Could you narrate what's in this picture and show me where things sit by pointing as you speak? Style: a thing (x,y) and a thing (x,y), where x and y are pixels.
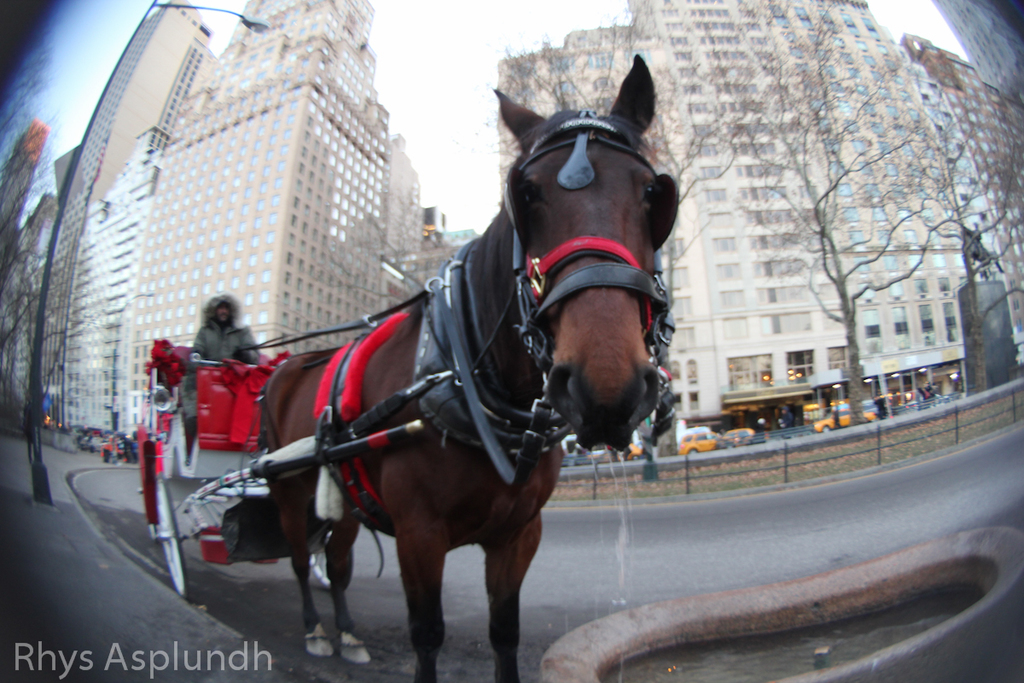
In the middle of the image (469,257) we can see a horse (536,187) and cart (228,454), in the cart (151,502) a person (195,371) is sitting. Behind the cart (206,400) there is fencing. Behind the fencing (1013,414) there are some trees (980,338) and vehicles (691,428) on the road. At the top of the image (253,62) there are some buildings (900,273). Behind the buildings (163,16) there is sky (890,29), on the left side of the image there is a pole (95,112).
